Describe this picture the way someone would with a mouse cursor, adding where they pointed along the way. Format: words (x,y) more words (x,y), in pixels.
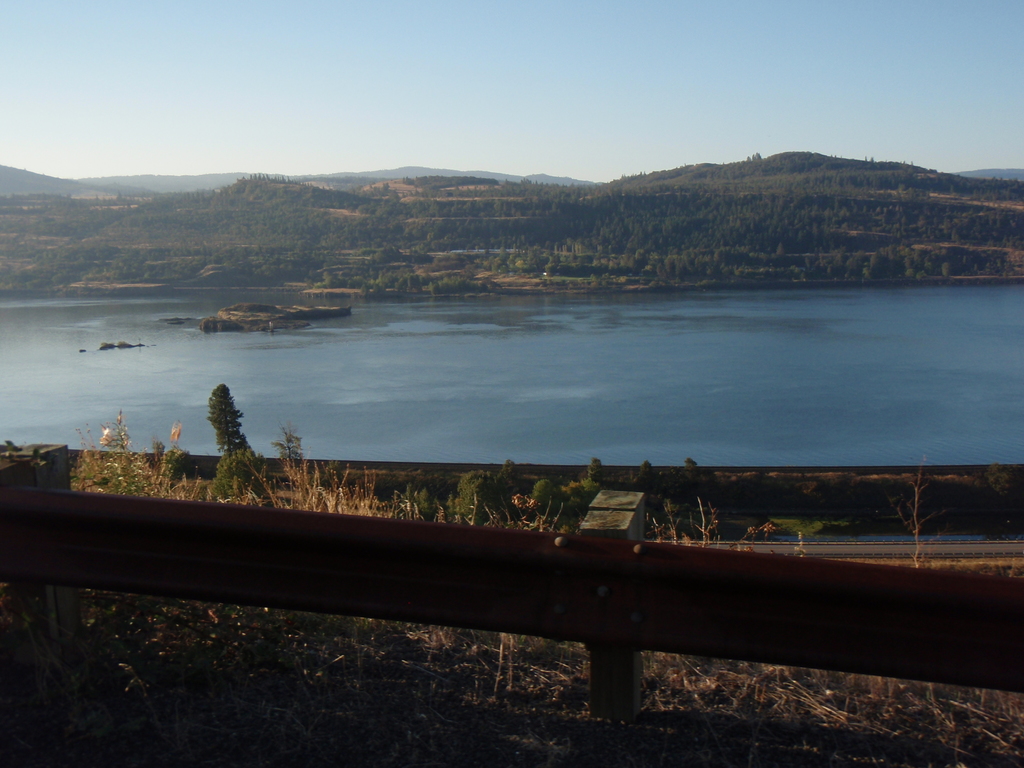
In this picture i can see trees (460,291) on the hill (796,226) and water (555,370) and few plants (118,468) and a fence (78,500) and i can see a clear sky (511,55).
